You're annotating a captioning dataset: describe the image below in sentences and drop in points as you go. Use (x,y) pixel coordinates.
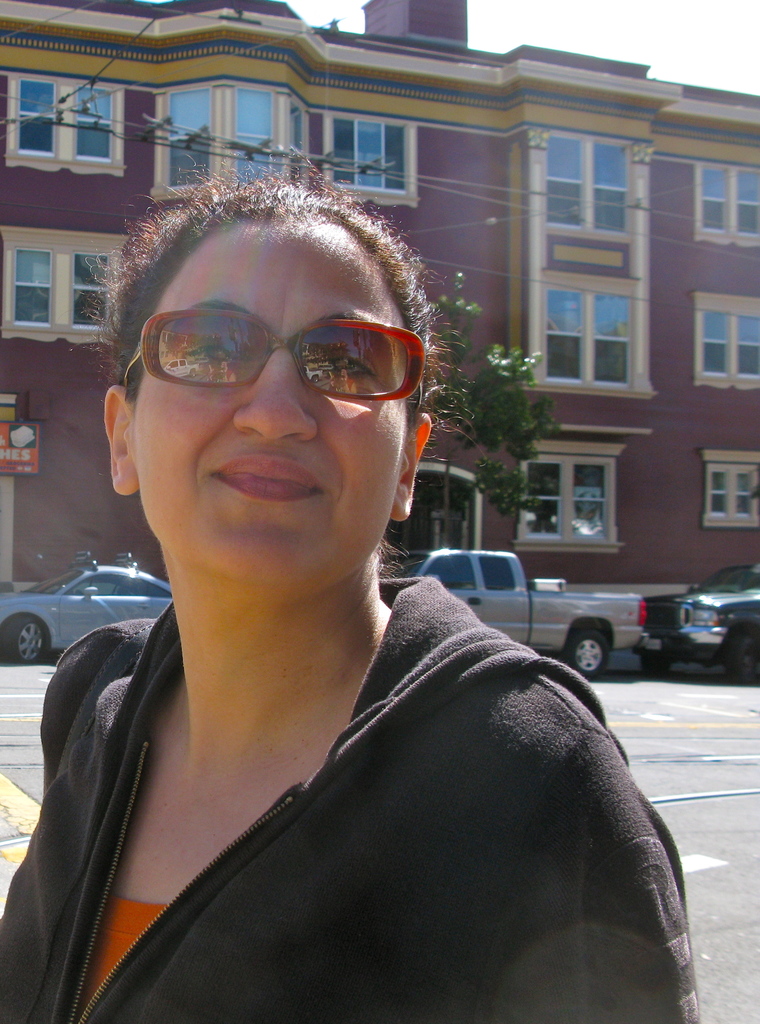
In this image we can see a lady (252,775) wearing glasses (214,320). In the background (595,270) there is a building (82,336) and we can see cars (564,579). There are wires (186,150) and there is a tree (505,361). At the top (648,53) there is sky (471,20).
